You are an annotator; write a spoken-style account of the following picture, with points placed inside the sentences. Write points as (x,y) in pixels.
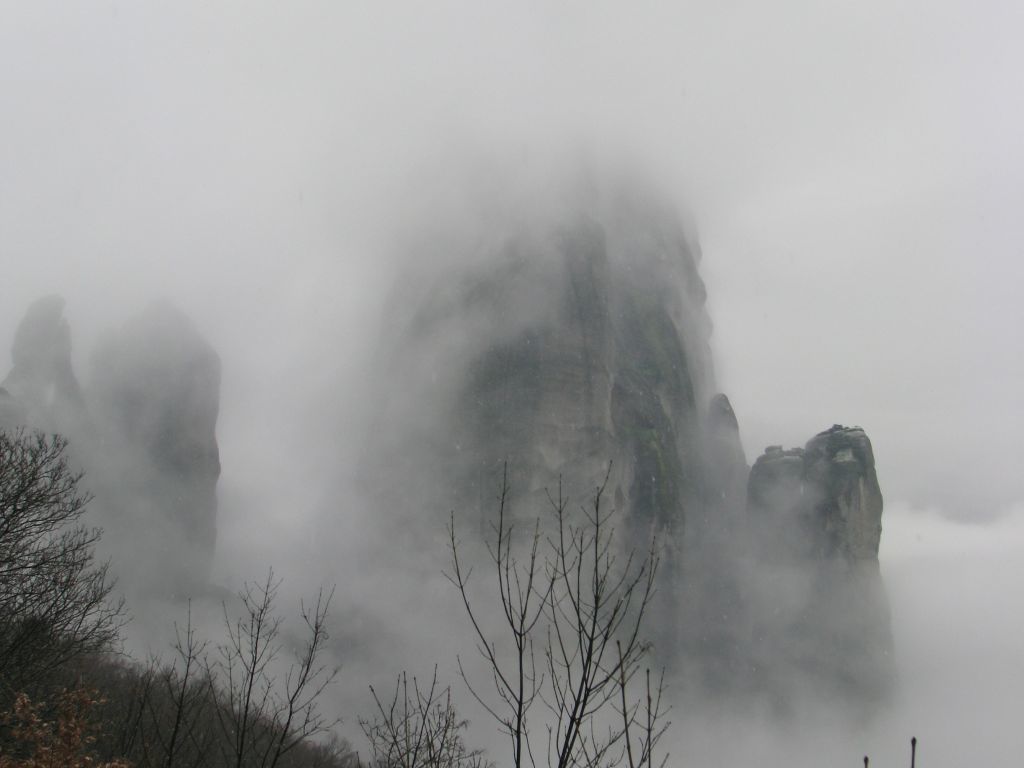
In the image in the center (479,345) we can see hill (830,432) and smoke (721,232). In the bottom of the image (63,703) we can see trees (14,618), plants (26,754) and grass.
